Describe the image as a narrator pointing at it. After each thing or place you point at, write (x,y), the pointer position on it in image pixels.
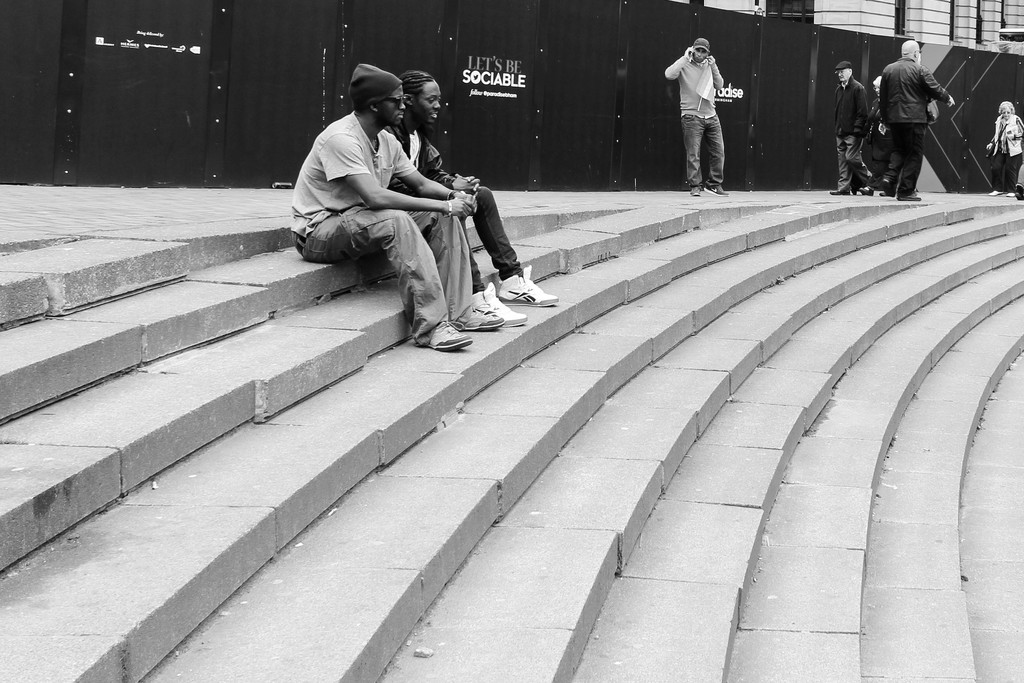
It is a black and white picture. In this image there are steps (1015,462), people (717,139), wall (379,16) and objects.
